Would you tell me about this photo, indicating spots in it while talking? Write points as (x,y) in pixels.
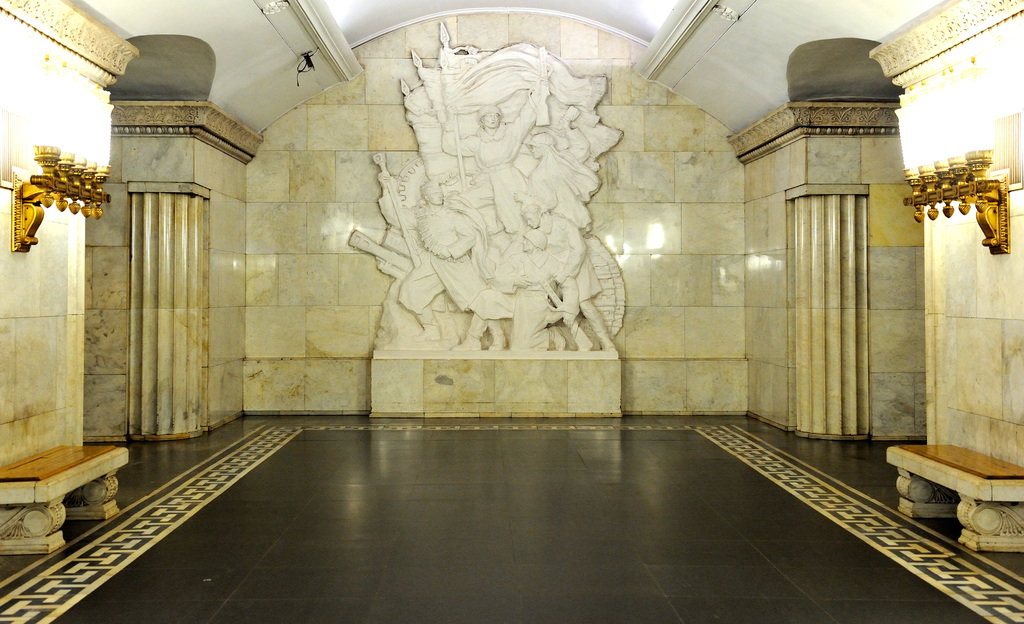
In this picture we can see the floor (435,552), benches (97,489), walls (293,154), lights (980,175) and a sculpture (511,254).
